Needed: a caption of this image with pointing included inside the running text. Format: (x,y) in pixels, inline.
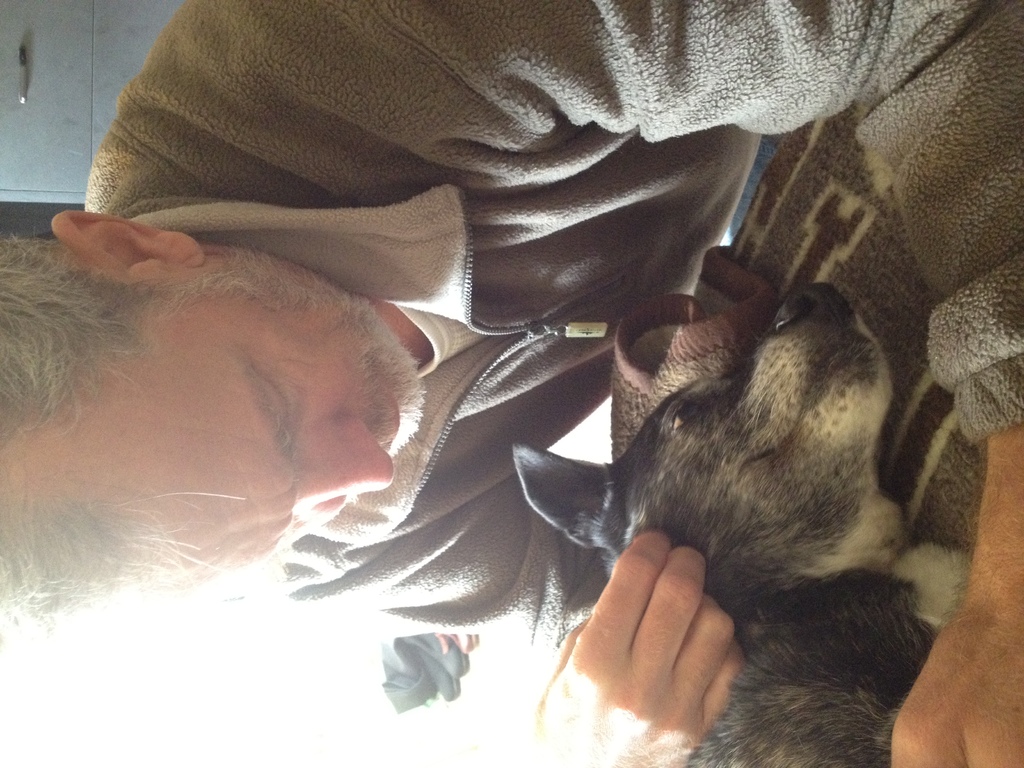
In the picture I can see a person (500,407) wearing a sweater (473,265) is pampering the dog (756,556) which is lying on the surface (976,479). In the background (61,43), we can see the cupboard (141,62).
